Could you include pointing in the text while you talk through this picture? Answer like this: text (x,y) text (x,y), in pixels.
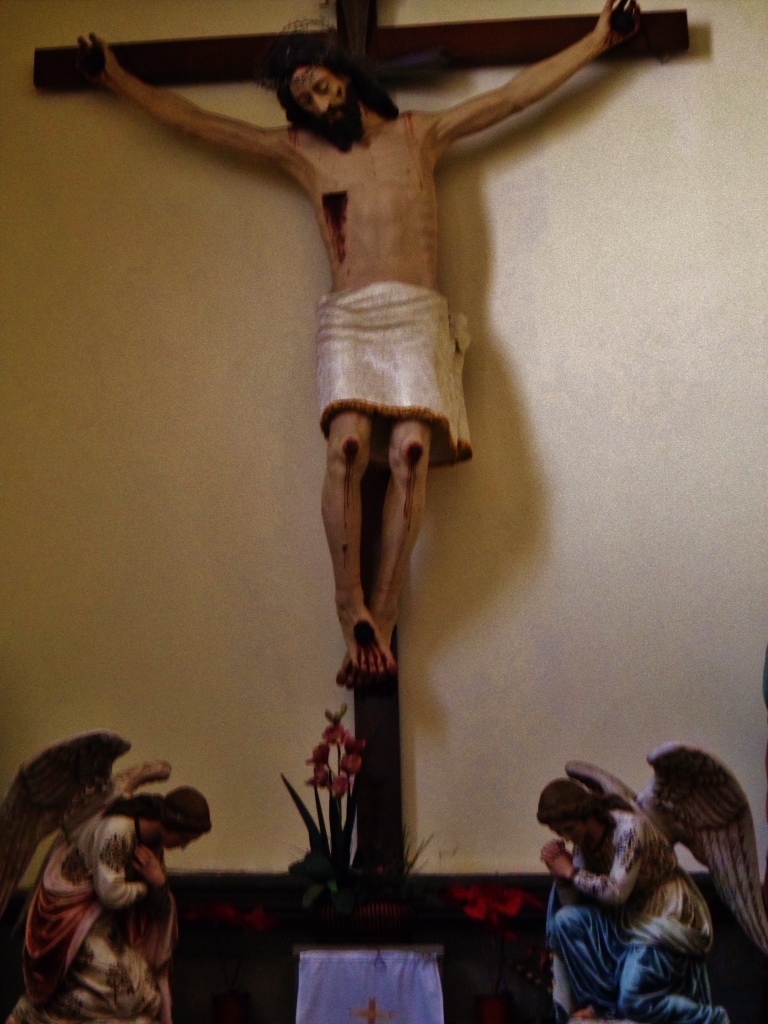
In this picture we can see sculptures (673,852) are present. In the background of the image (196,552) wall (510,492) is there.
